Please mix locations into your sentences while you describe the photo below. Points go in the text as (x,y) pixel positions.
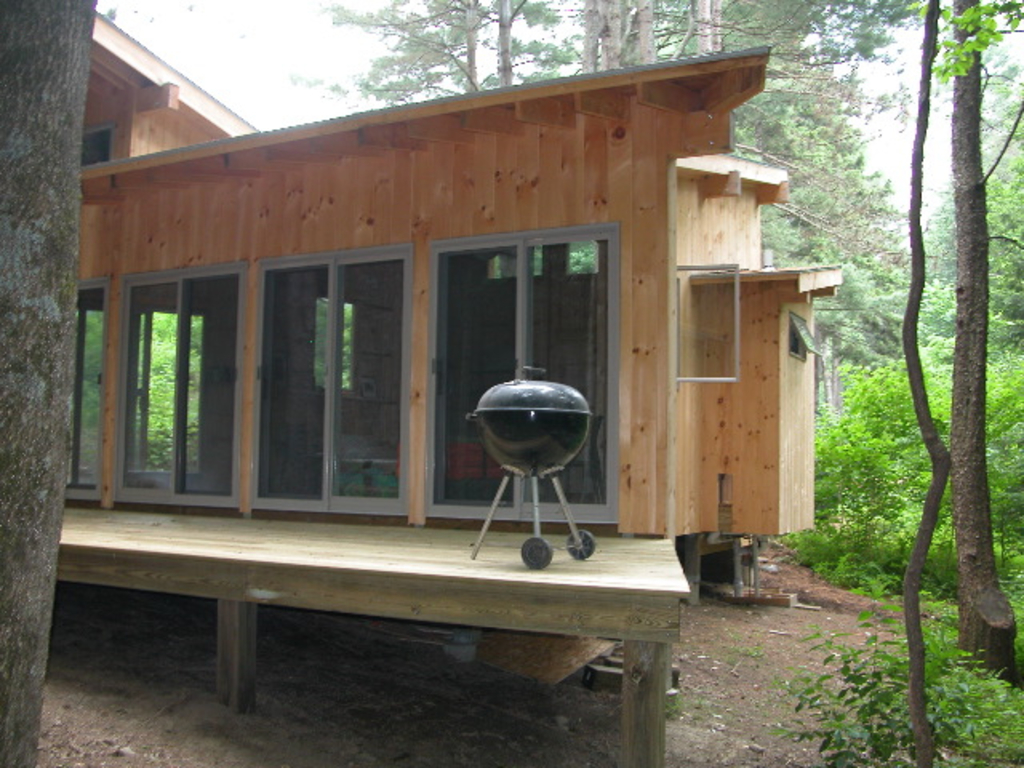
This picture is clicked outside. In the center (575,446) there is an object (563,451) placed on the top of the wooden deck (236,563) and we can see the house (421,255) and the windows (464,364) of the house (514,338). In the background (304,49) we can see the sky (319,59), trees (921,168) and plants (1018,463).
